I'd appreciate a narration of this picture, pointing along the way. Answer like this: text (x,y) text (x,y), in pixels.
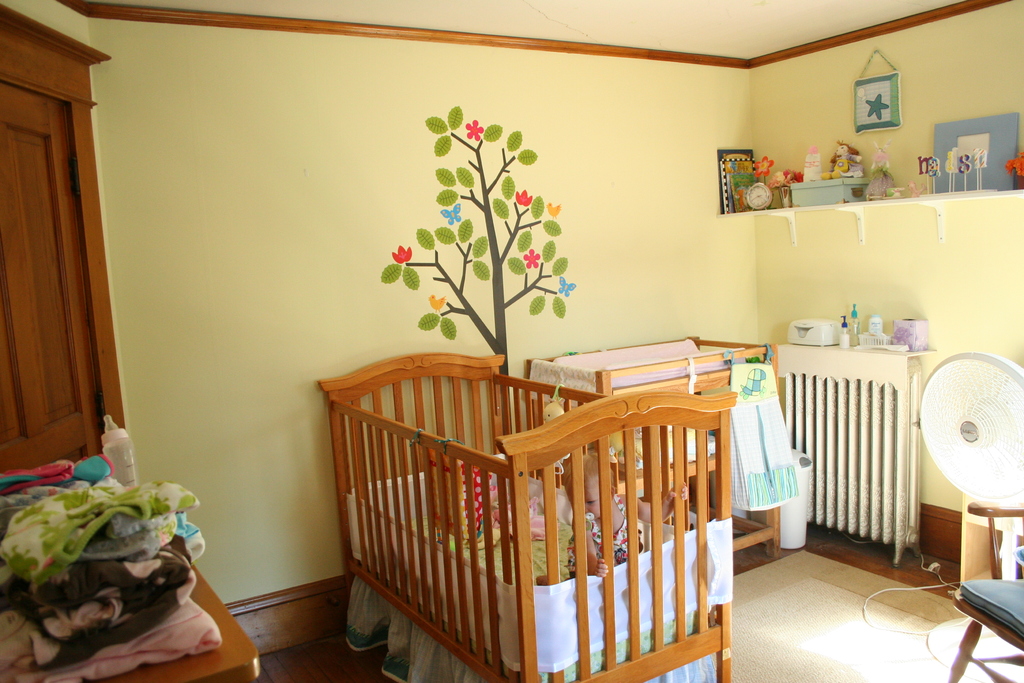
In the image there is a baby cradle (632,610) in the middle (433,436) with a baby (598,507) inside it and a changing table (639,378) beside it in front of the wall (598,294) with plant painting (435,234) on it, on the left side (80,659) there is table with some clothes (151,581) on it with a door (90,328) beside it, on the right side (980,422) there is table fan (980,422), chair (1012,634) and shelf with some things (849,340) over it, and above there is another shelf (854,202) with decorative items (871,172) on it.
